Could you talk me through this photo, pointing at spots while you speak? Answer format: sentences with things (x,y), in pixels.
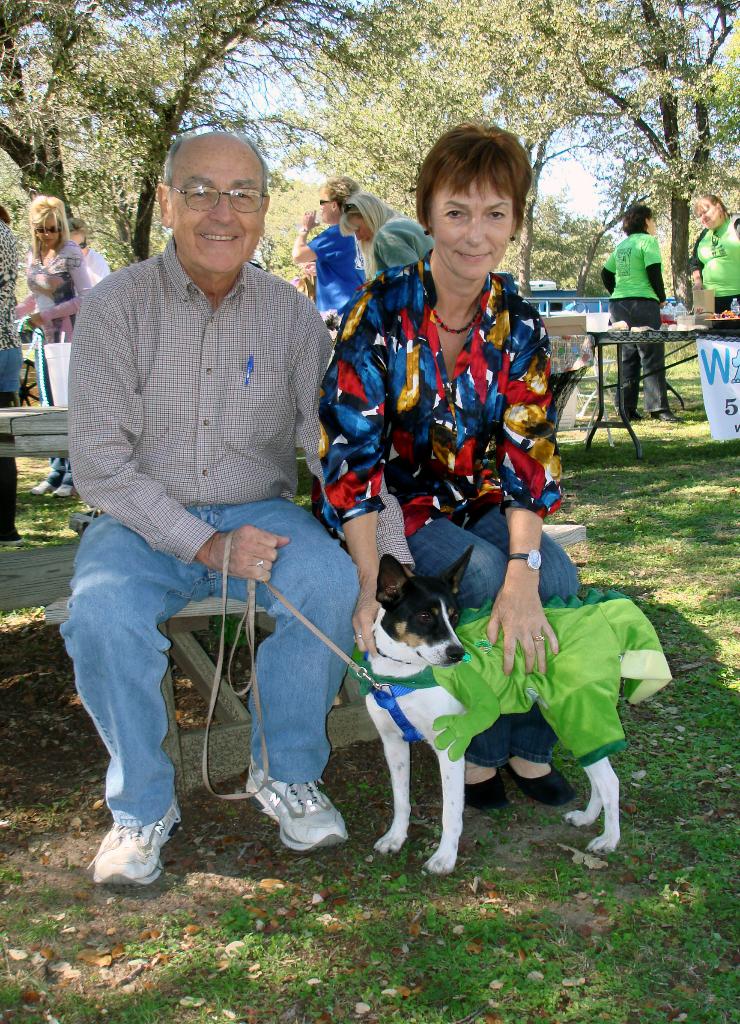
I think the image is taken in a garden (641,565). In the image there are two people (326,435) both men (224,472) and women (423,472) are sitting on bench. Man (247,534) is holding a dog (385,657), in background (42,261) there are group of people (395,242) standing in front of a table (729,337). On table (697,330) we can see a water bottle (677,309) and some food items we can also see a hoarding (725,369) and trees (642,131) and sky (558,194) is on top (566,190).
